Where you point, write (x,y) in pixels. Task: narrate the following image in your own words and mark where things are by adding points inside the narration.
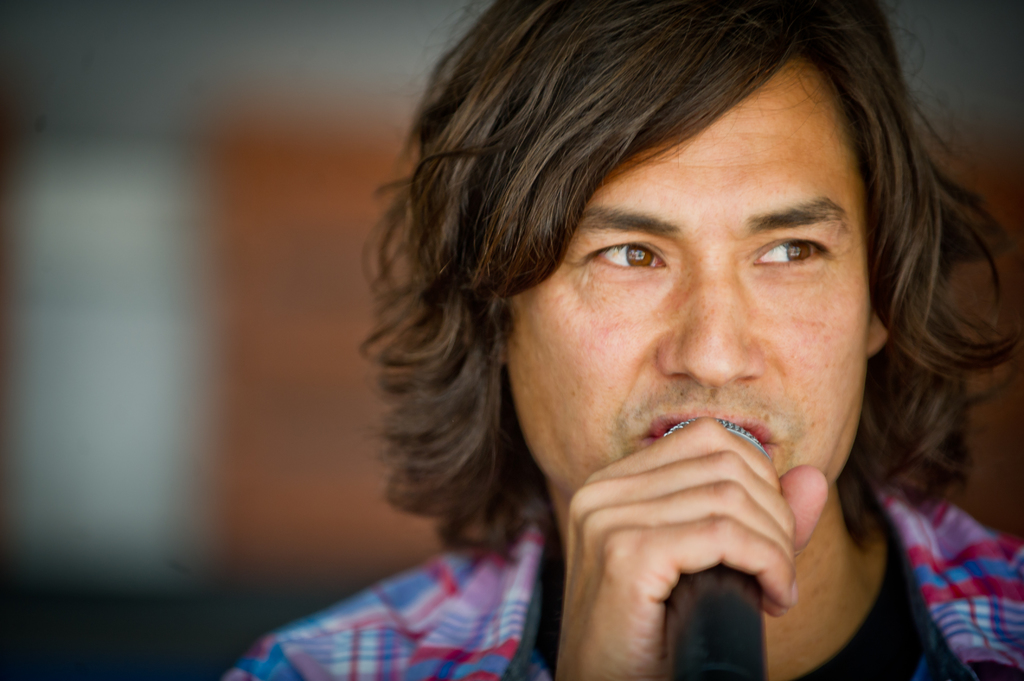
In this image we can see a person (872,342) with long hair (532,252) wearing a shirt (528,539) is holding a microphone (707,595) in his hands (775,508).
